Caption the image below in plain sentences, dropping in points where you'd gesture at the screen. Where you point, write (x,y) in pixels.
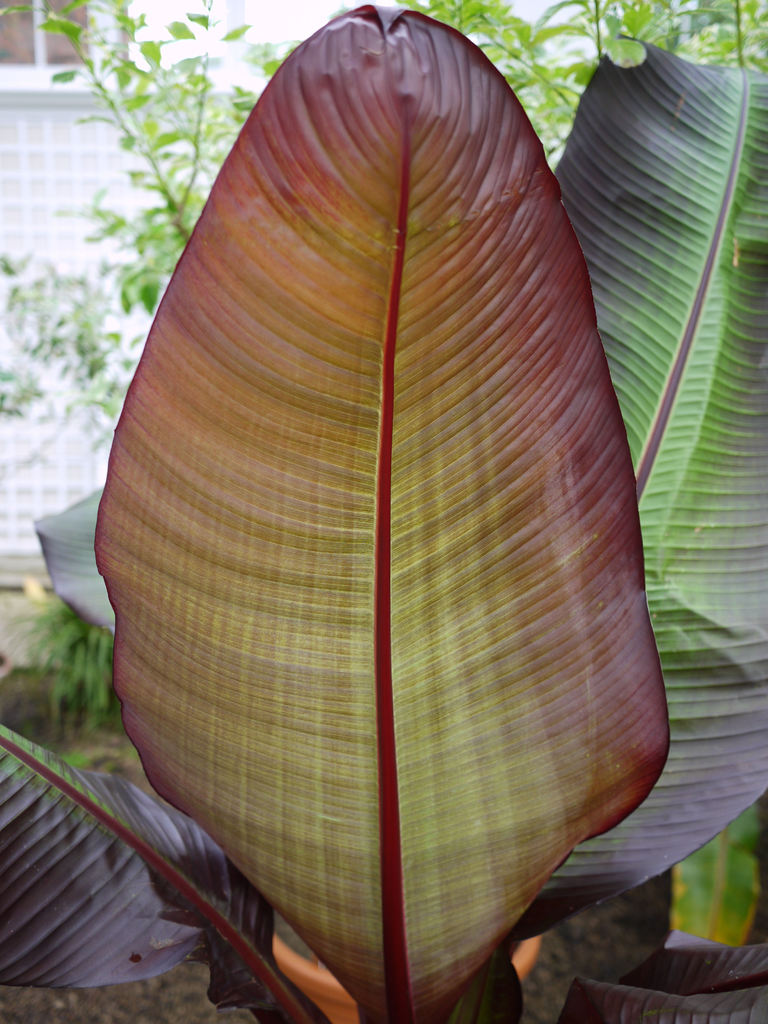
In this picture we can see a plant (596,670) in the front (649,748), in the background (92,157) there is a wall (82,157) and a window (79,62), we can see a tree (520,35) in the middle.
